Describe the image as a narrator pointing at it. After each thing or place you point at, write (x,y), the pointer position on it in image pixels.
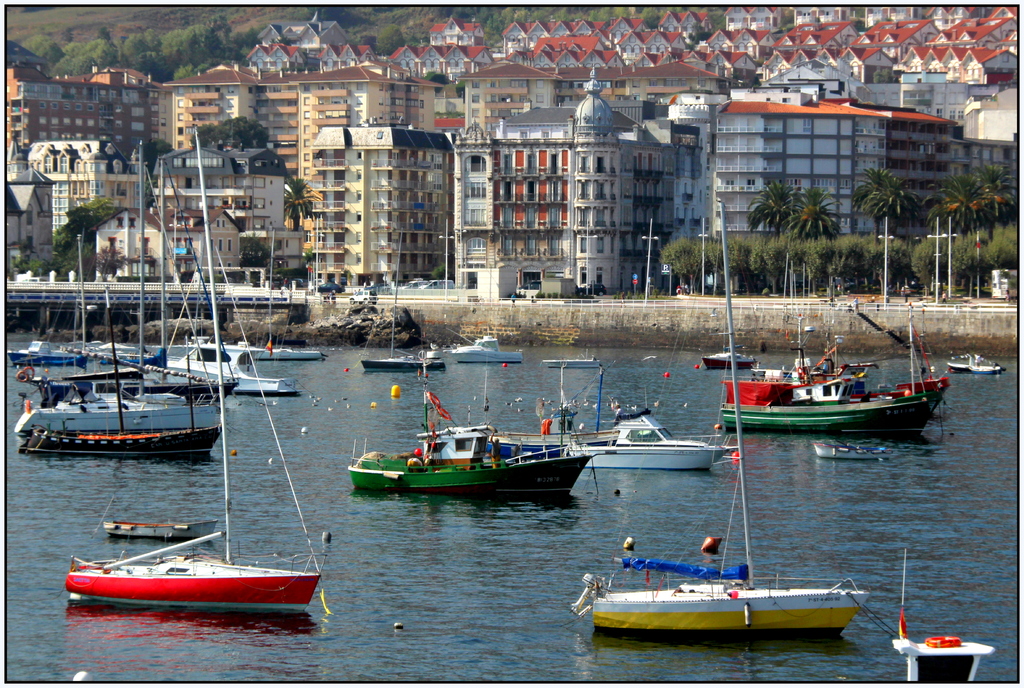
We can see ships (39,415) and some objects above the water (295,523). We can see poles (220,420) with strings (203,276). In the background (246,169) we can see buildings (633,263), trees (776,263), vehicles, fence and poles (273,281).
